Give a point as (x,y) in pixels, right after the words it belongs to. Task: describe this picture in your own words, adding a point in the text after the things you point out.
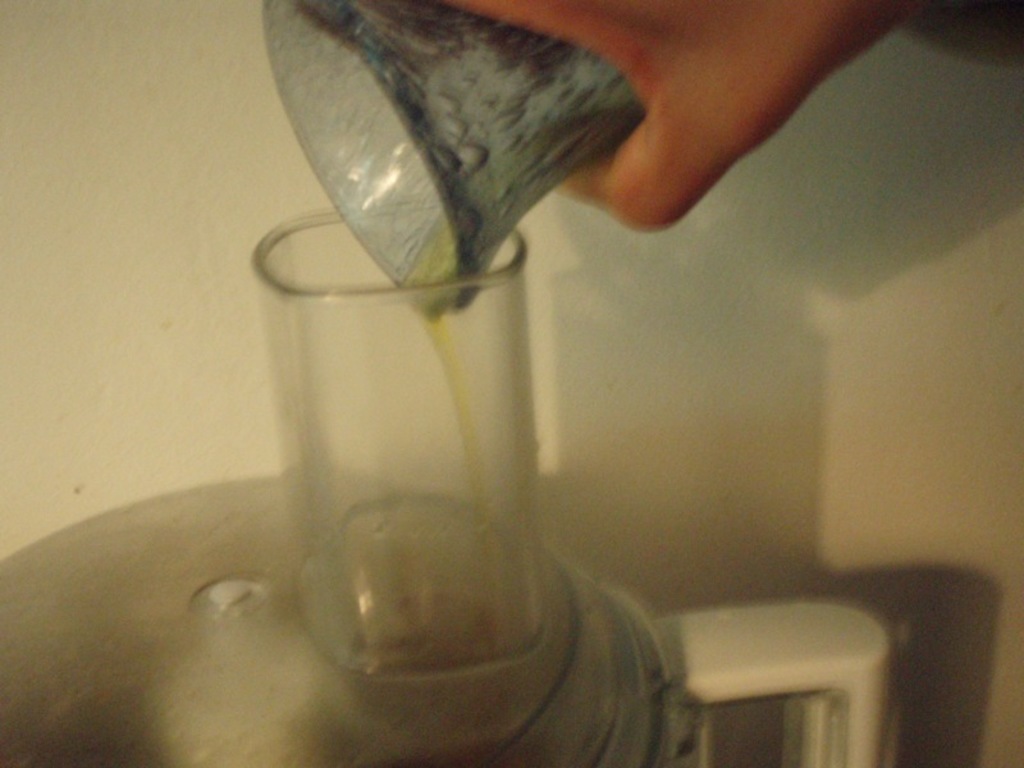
In this image we can see hand (758,34) of a person (775,39) holding an object (424,246). Here we can see a jar (655,690) and a glass (380,330). In the background (183,330) there is a wall (747,327).
